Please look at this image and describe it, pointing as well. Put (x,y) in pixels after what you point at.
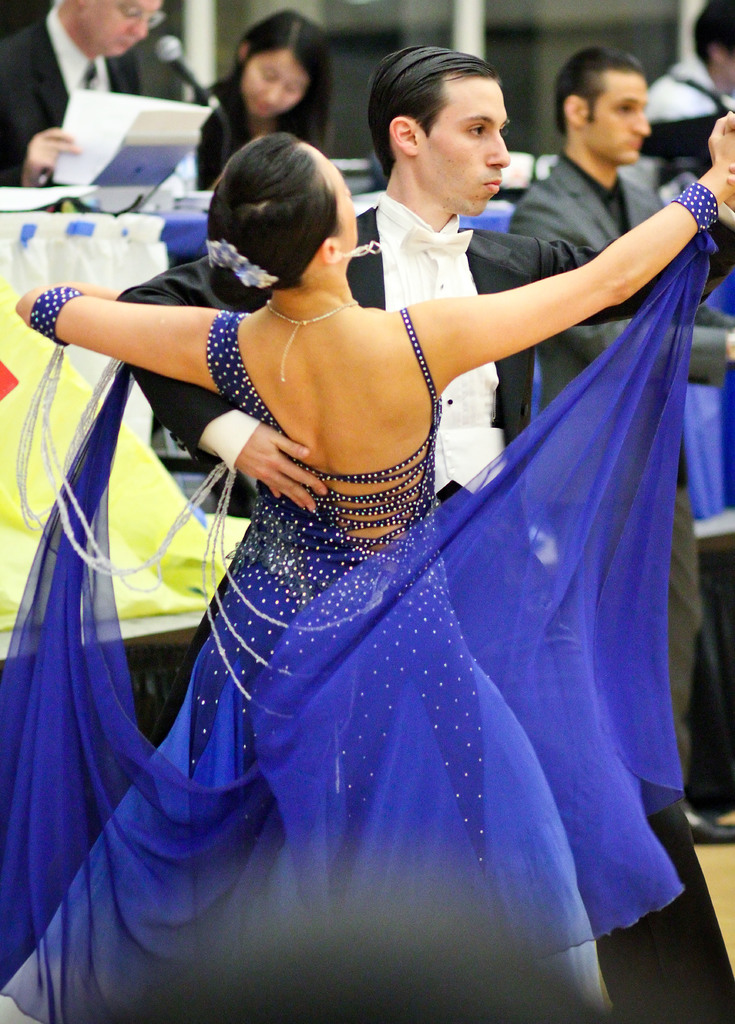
In this image, we can see persons (537,203) wearing clothes (659,104). There is a person (29,68) in the top left of the image (43,19) holding a paper (82,129) in front of the mic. There is a banner (184,573) on the left side of the image (188,594).
